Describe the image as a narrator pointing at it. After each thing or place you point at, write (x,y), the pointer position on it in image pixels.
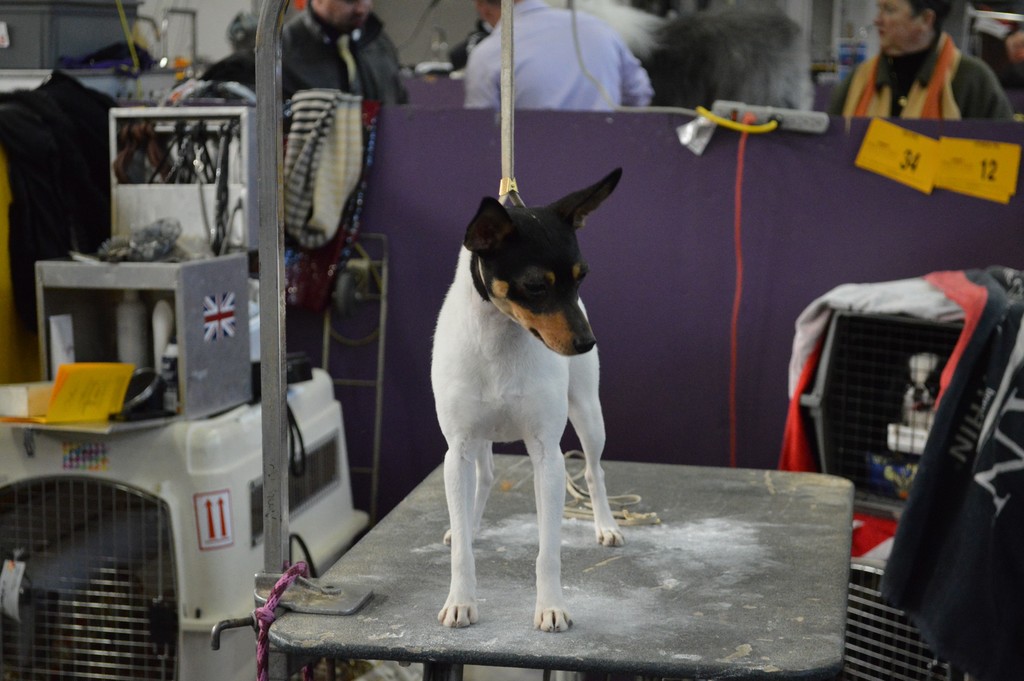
This picture is clicked inside. In the center (535,410) there is a dog (551,362) standing on the top of the table (327,575) and we can see the metal rods (264,429), some devices (202,480) and many other objects (964,561). In the background (919,43) we can see the group of people (616,47) and many other objects (78,158).
